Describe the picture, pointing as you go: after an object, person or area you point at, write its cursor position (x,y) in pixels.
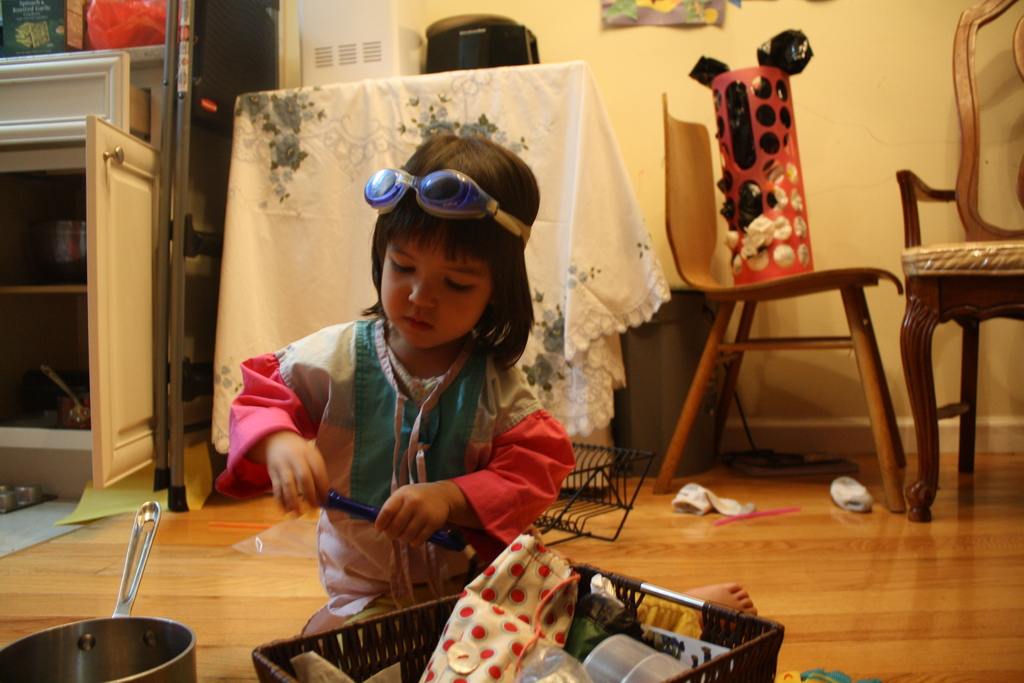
Here is the girl (391,515) sitting on the floor (244,579). This is a basket (383,641) with few objects (543,665) in it. This looks like a steel utensil (128,647). This is a table (341,150) covered with white cloth (553,170). Here are the two chairs (847,284), I can see orange color object (761,170) placed on the chair (810,280). This is a cupboard door (93,311). I can see few objects (338,28) on the table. This is the wall (710,29). There are few things (857,501) laying on the floor (690,527).
